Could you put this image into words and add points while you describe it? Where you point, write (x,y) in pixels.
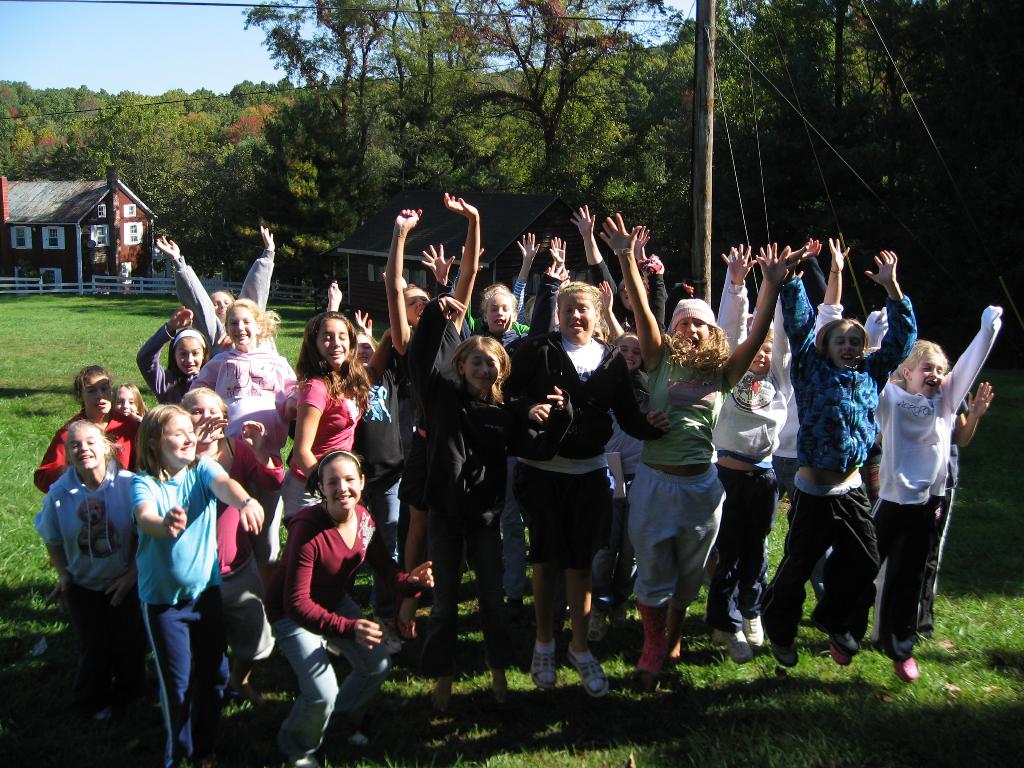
In the image there are many standing on the grass land (865,703), all of them are cheerful, in the background (97,233) there is a home (125,236) on the left side (28,239) with a fence (62,289) in front of it followed by trees (157,139) in the background (264,135) all over the image and above its sky (150,43).
